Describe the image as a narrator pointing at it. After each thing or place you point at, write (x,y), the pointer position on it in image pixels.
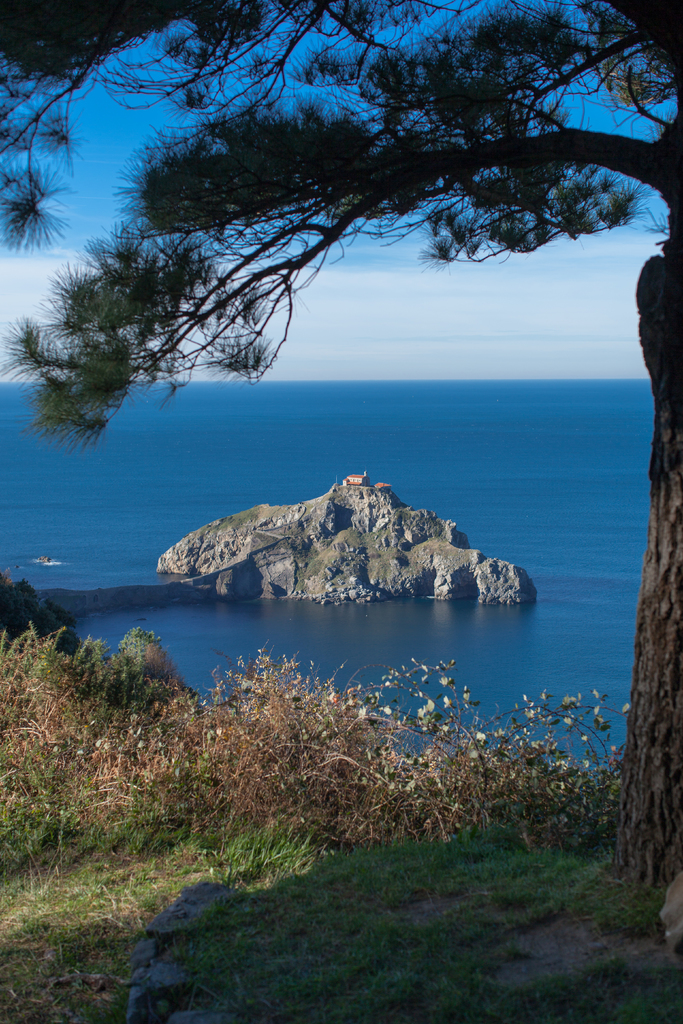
In the center of the image (356,529) we can see a mountain (350,508), house (352,482). In the background of the image (230,633) we can see the water (472,460). On the right side of the image (672,216) we can see a tree (640,334). At the bottom of the image (386,846) we can see some plants (286,724), grass (390,939) and ground (366,978). At the top of the image (356,106) we can see the clouds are present in the sky (358,101).
